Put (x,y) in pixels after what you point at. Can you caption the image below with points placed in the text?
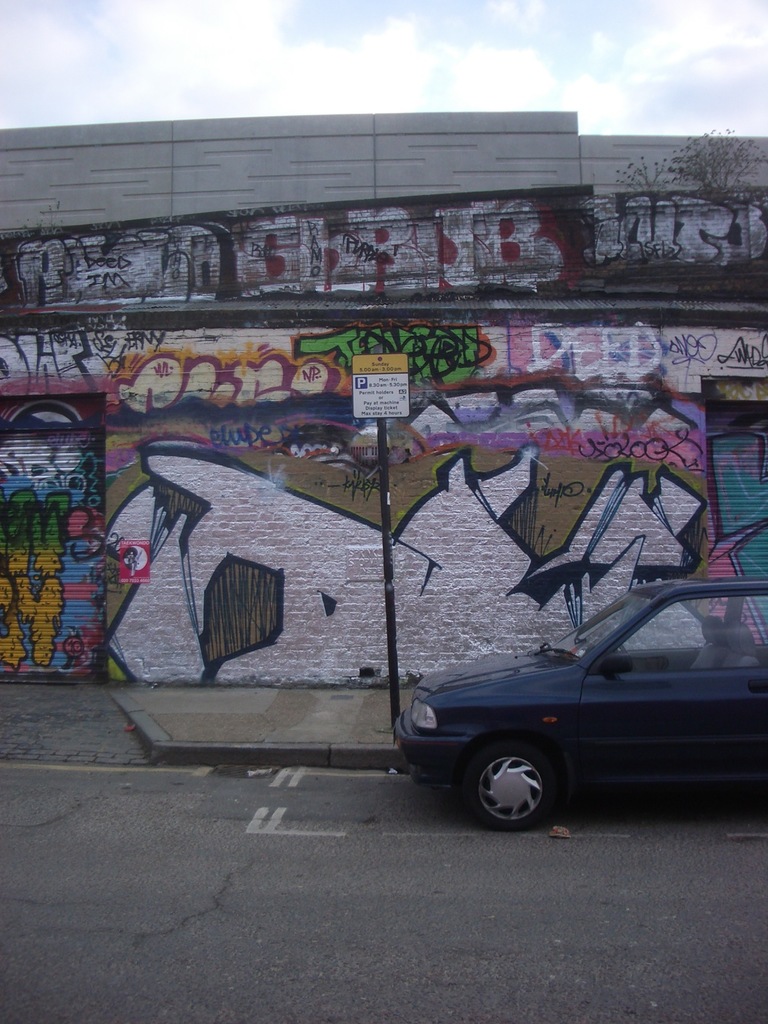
In this image there is a vehicle (471,722) on the road (390,801), there is a board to the pole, there is graffiti (366,336) on the wall (450,274), and in the background (485,94) there is sky (458,91).
